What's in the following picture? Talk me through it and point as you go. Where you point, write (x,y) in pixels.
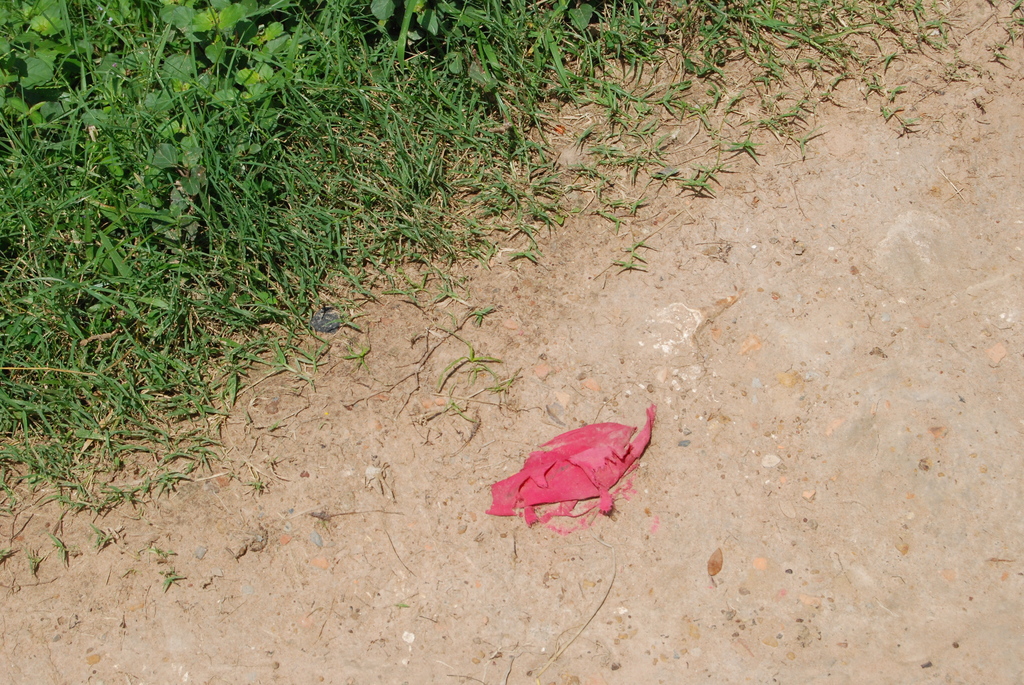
In the foreground of this image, there is a red color cloth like an object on the ground (538,434). At the top (291,83), there is grass (189,151).
